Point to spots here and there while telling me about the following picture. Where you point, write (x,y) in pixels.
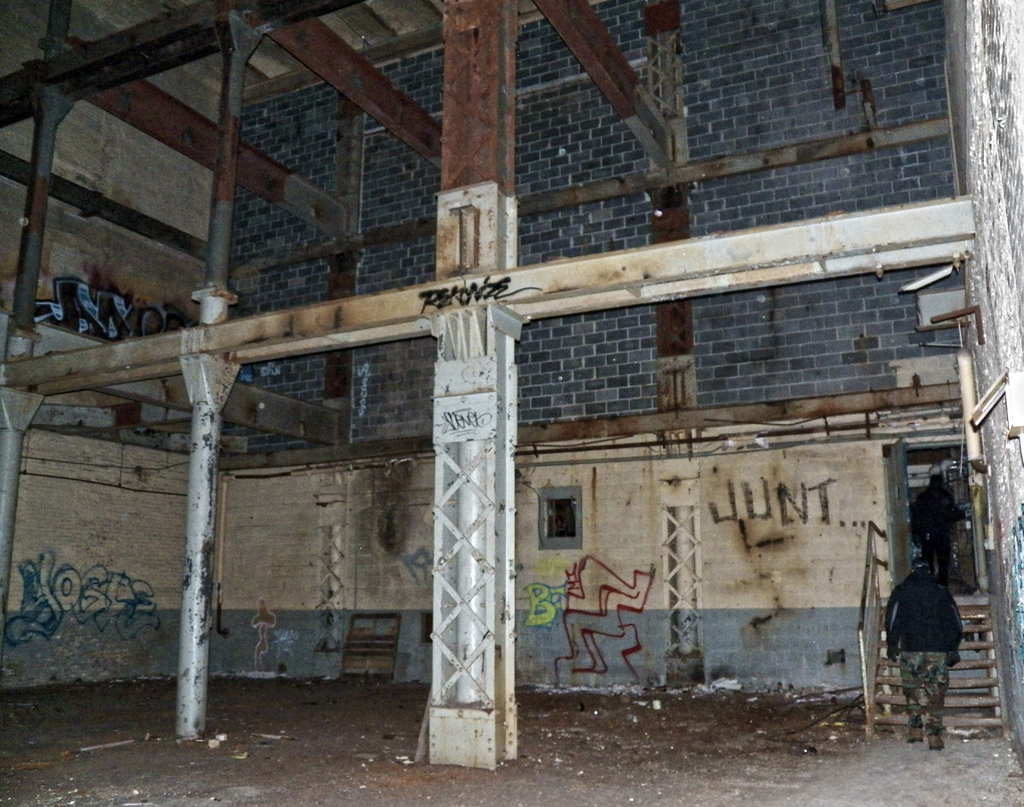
This is a picture of a building (156,446). In the foreground of the picture (462,388) there are pillars (440,479) and sand (55,802). On the right (928,611) there are people (922,666) and staircase (897,673). In the background (763,546) it is wall (386,176). On the wall (411,366) there is graffiti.
